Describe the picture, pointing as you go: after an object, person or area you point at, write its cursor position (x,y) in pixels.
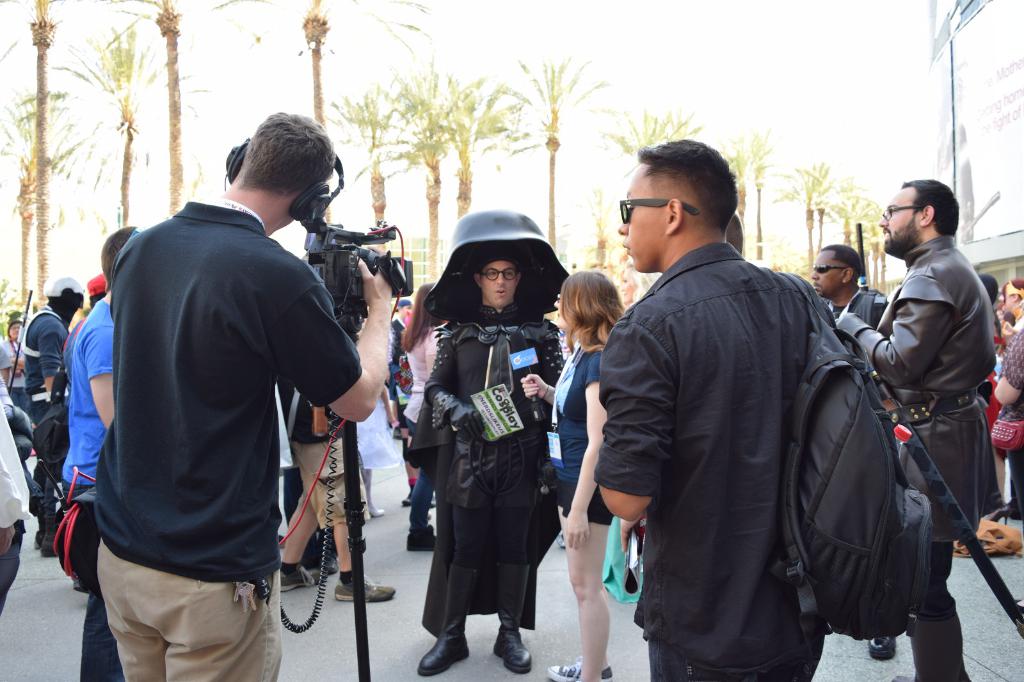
In this picture we can see the man (496,300) wearing black costume (530,431), standing in the front (510,437) and giving the interview which is taken by the girl (579,428). In the front (360,406) left side (239,491) there man (238,381) wearing black color t-shirt (201,273) is shooting with the camera (363,242). In the background (431,271) there are many coconut trees (484,136).
